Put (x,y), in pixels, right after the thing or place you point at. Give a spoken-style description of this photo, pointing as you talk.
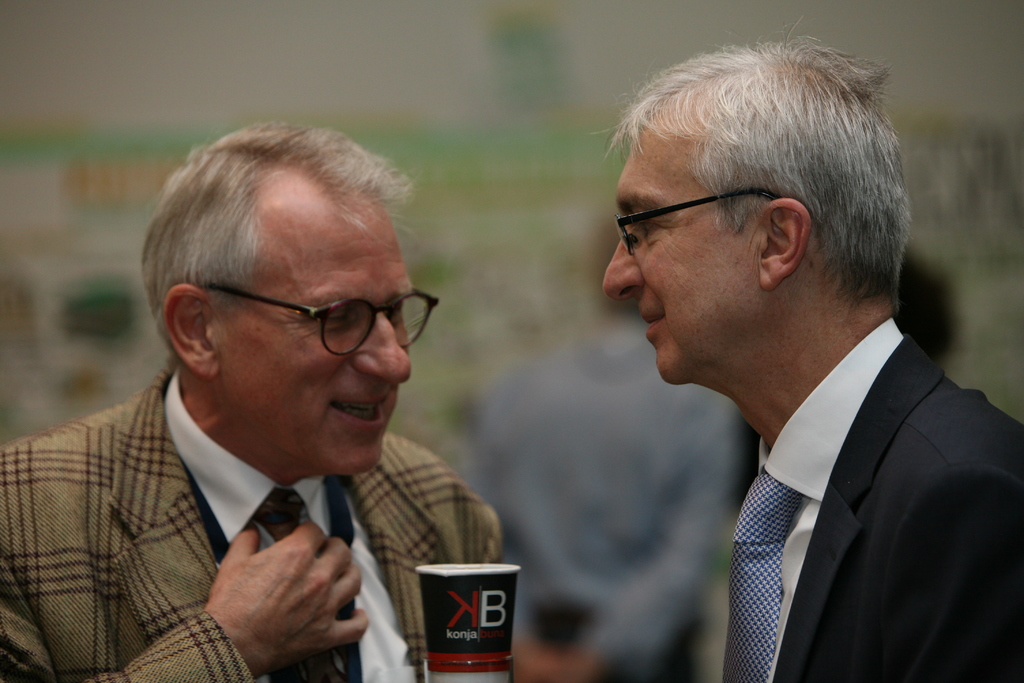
In this image there are two persons (324,391) standing as we can see in middle of this image (374,258). The left side person (327,568) is holding a tie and the right side person (780,507) is wearing a jacket (917,560).
